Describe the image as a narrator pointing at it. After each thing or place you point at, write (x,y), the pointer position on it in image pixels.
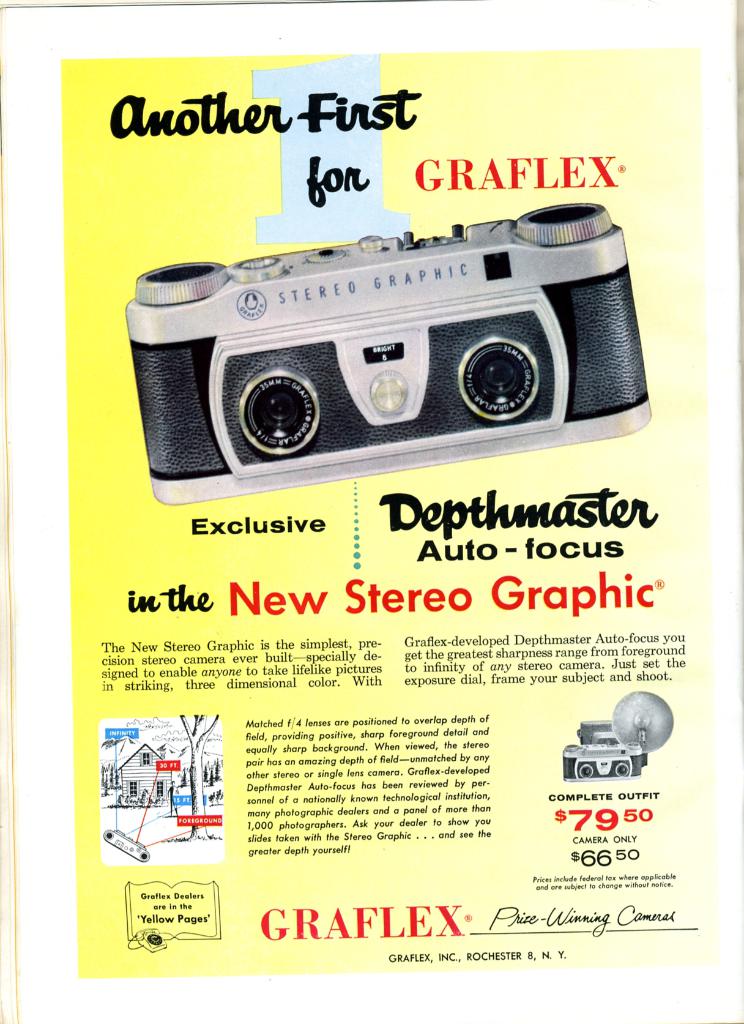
It is an edited image, it is the advertisement page of a device (371,448), the name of the device (382,459) and the cost (574,811) are mentioned in the page.
